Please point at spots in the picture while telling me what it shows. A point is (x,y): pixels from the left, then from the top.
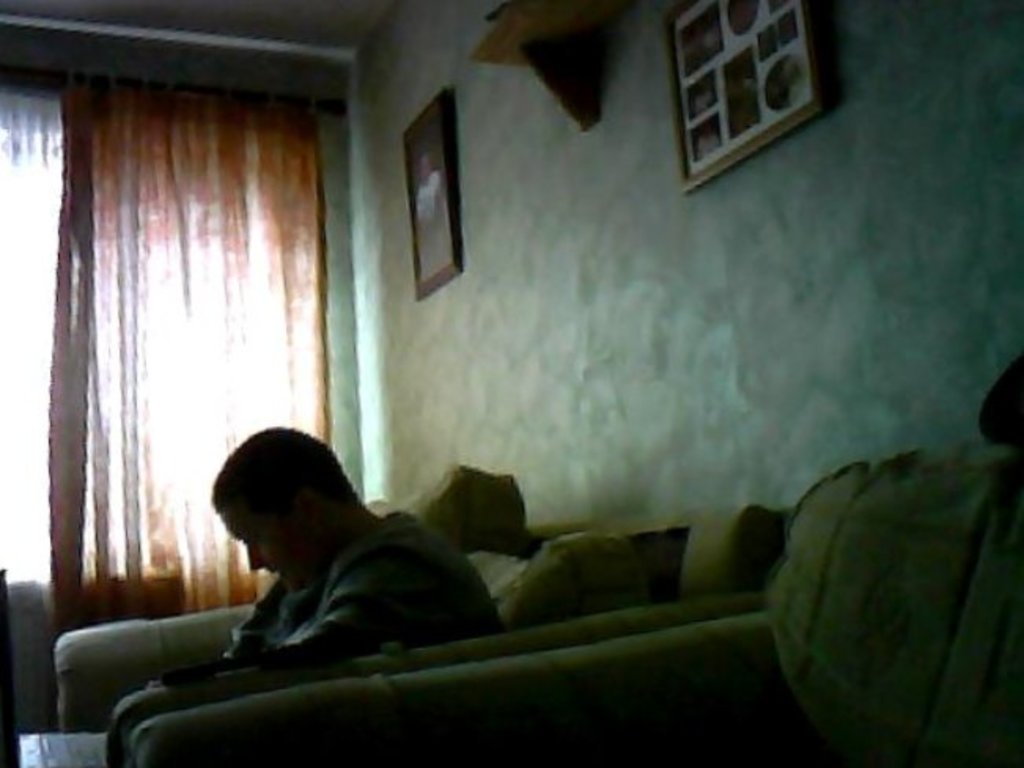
In this image, we can see a person (296,628) is sitting on a couch (126,638). Here we can see cushions (718,545), wall (745,300), photo frames (760,130), decorative object (561,47) and curtain (227,331).
